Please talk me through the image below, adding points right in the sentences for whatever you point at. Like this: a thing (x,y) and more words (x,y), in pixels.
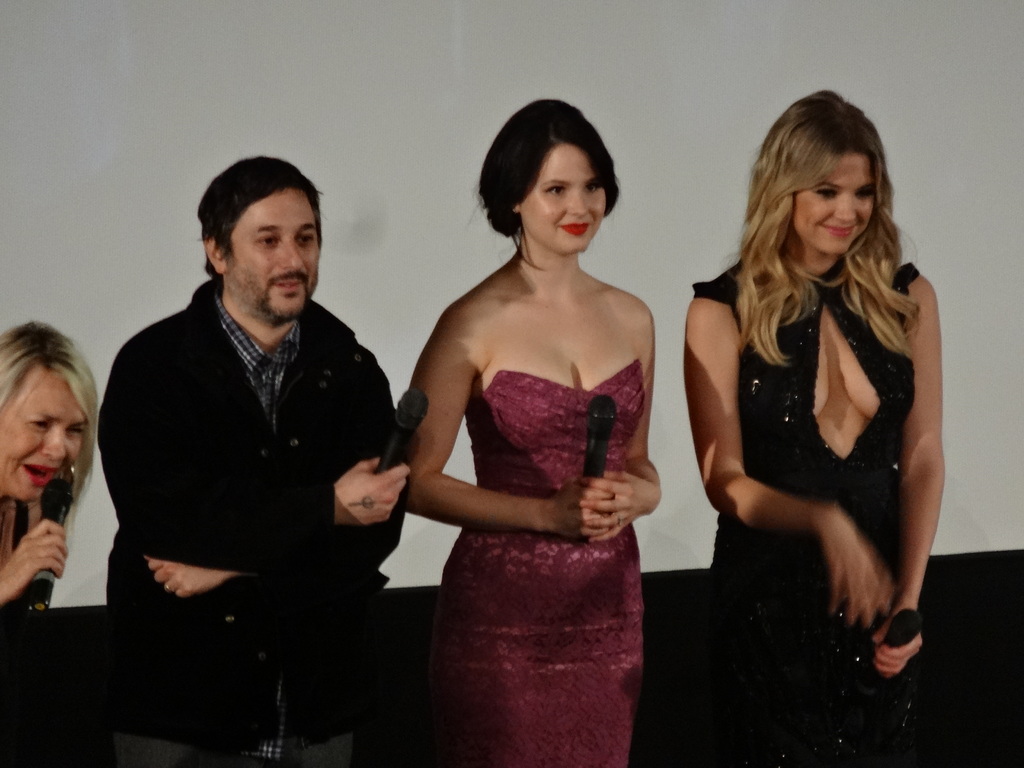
In this picture there are three people (507,634) standing on the left (14,410) there is a woman (42,484) holding a microphone (51,494) and these people (589,610) are smiling.
